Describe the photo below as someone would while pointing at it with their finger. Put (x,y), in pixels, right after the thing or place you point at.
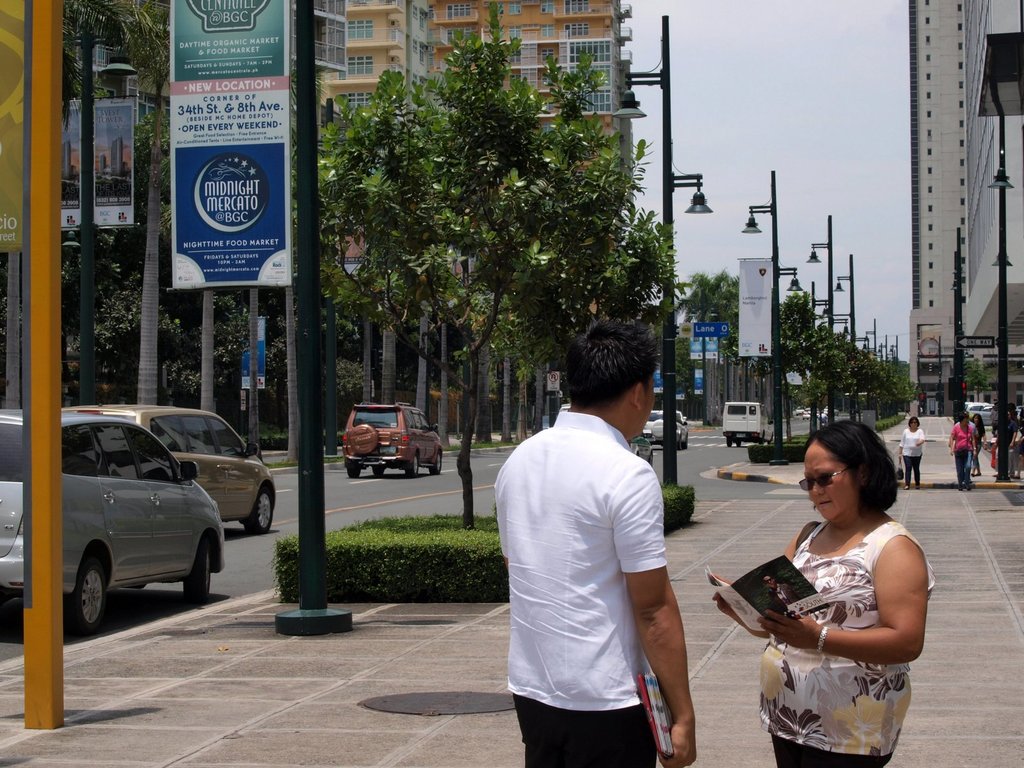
In the picture I can see people (665,612) on the ground (757,533). In the background (391,324) I can see trees (458,334), buildings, street lights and vehicles (184,513) on the road (290,511). In the background (310,530) I can see poles (664,193) which has boards (194,160) attached to them and the sky (727,105).
